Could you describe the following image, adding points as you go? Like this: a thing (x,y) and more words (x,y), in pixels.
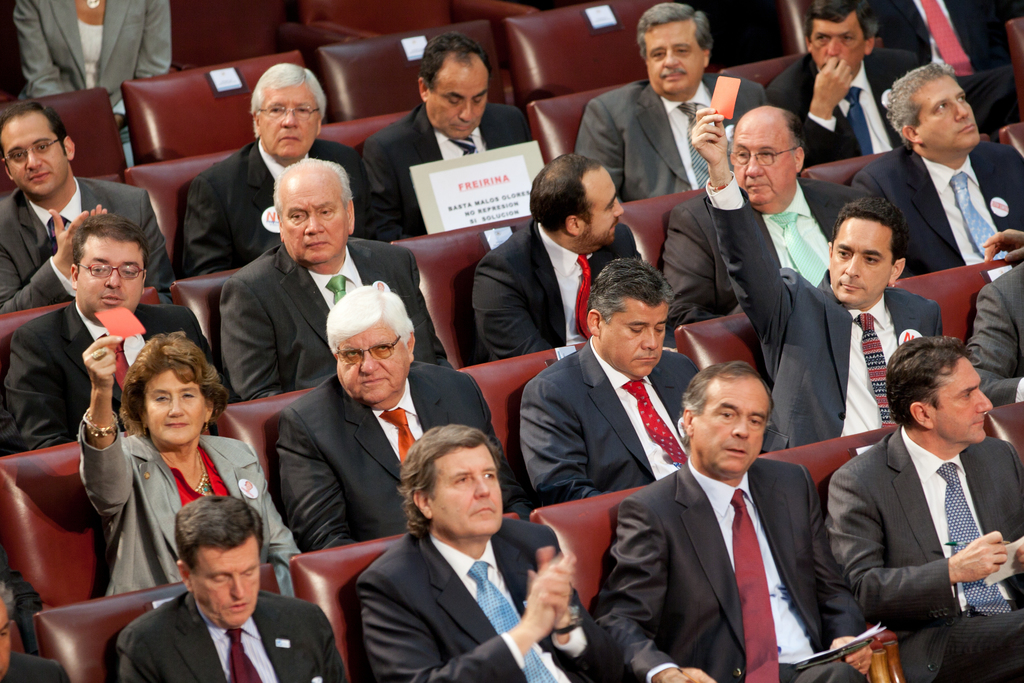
In the image we can see there are people (297,225) sitting on the chair (807,461) and few people (142,408) are holding an orange paper slip (728,95) in their hand (706,112).
